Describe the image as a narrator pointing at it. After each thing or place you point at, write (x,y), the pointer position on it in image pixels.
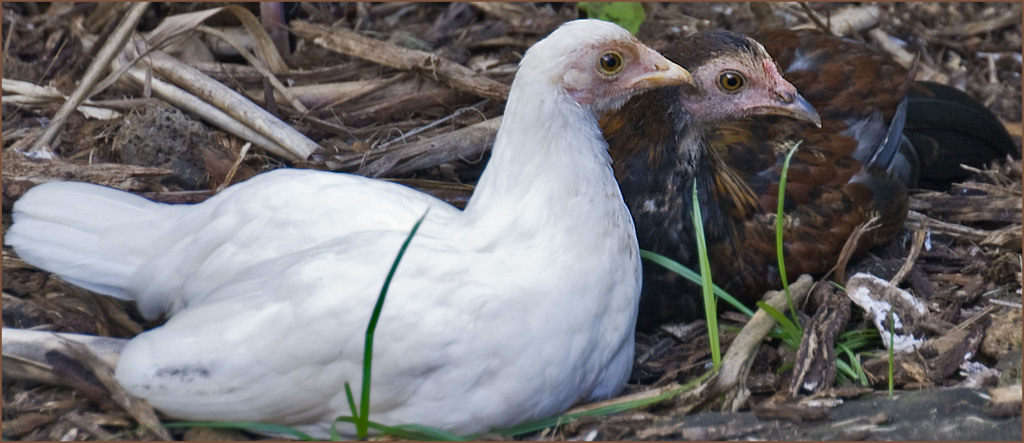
In this picture there are two birds (461,275) sitting. At the bottom (607,399) there are sticks (310,107) and plants (797,305). One is in white color and another one is in brown color.
